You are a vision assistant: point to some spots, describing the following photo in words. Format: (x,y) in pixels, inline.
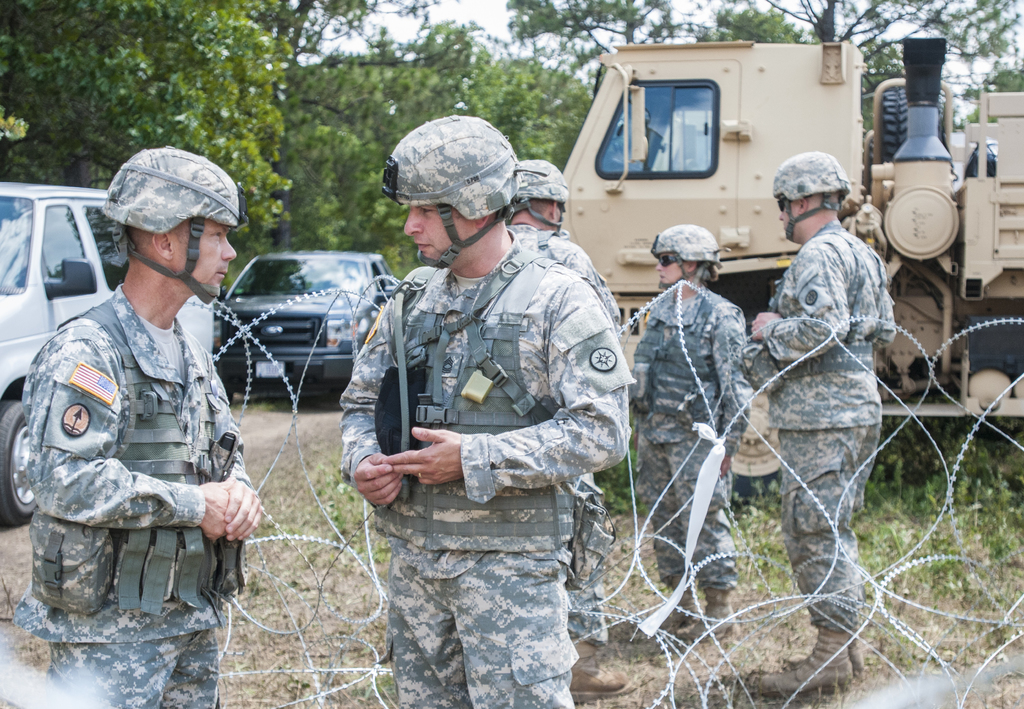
In this image, we can see persons (519,369) wearing clothes (714,298). There is a fencing (931,534) at the bottom of the image (293,621). There are cars (71,274) on the left side of the image (27,309). There is a truck (922,297) on the right side of the image (919,270). There are trees (498,61) at the top of the image (185,42).
